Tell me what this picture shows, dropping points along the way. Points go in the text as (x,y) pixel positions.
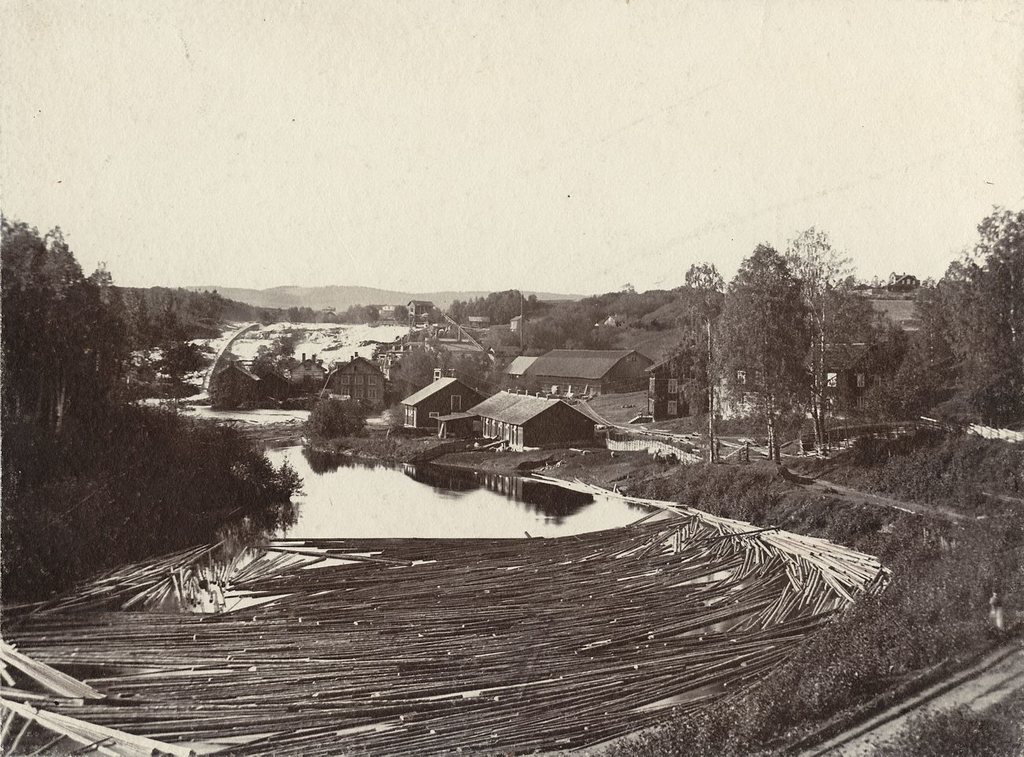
In the picture I can see houses (440,410), trees (456,365), the water (353,524) and some other objects (342,541). In the background (318,266) I can see mountains (419,295) and the sky (380,153). This picture is black and white in color.
